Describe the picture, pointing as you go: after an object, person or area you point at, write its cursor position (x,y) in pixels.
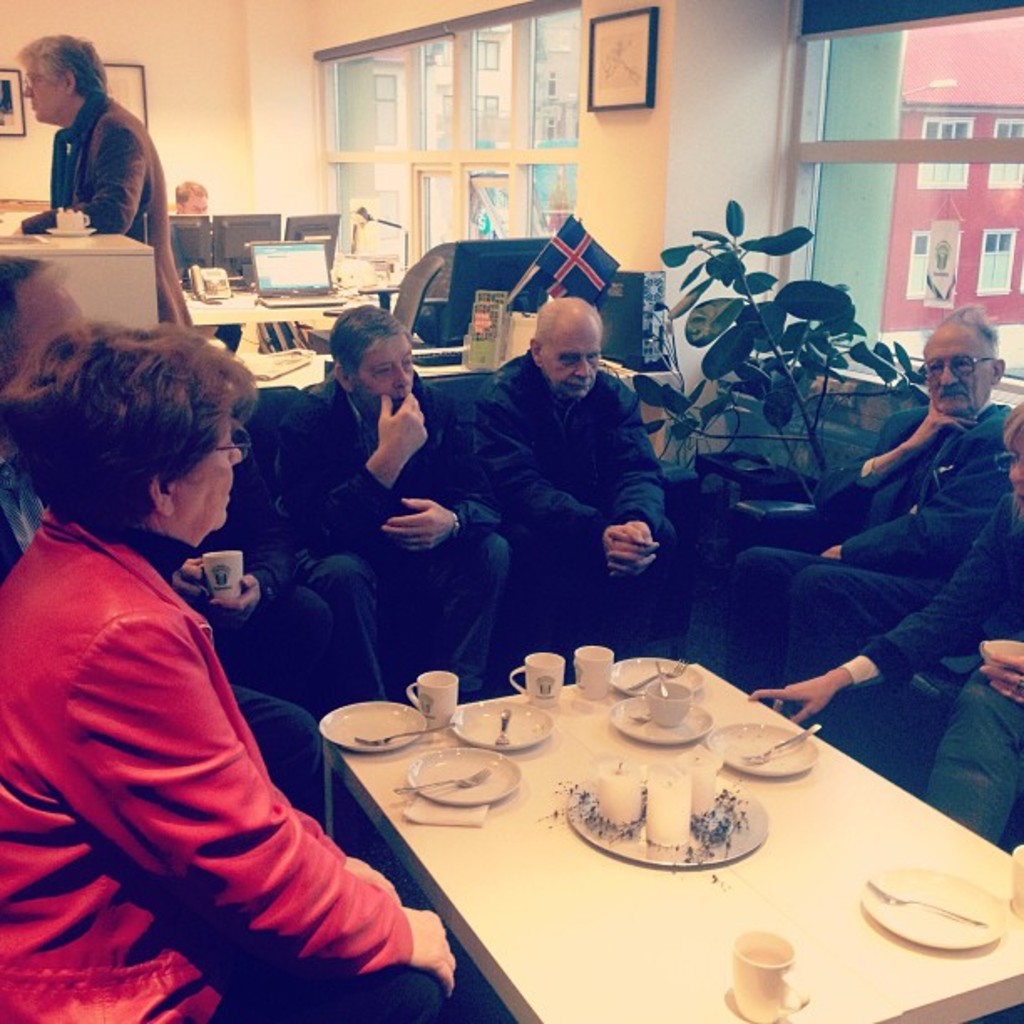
In the picture we can see some people (818,569) are sitting on the chairs (283,402) near the table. On the table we can see cup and saucers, spoons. In the background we can see some plant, windows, photo frames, and one person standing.
